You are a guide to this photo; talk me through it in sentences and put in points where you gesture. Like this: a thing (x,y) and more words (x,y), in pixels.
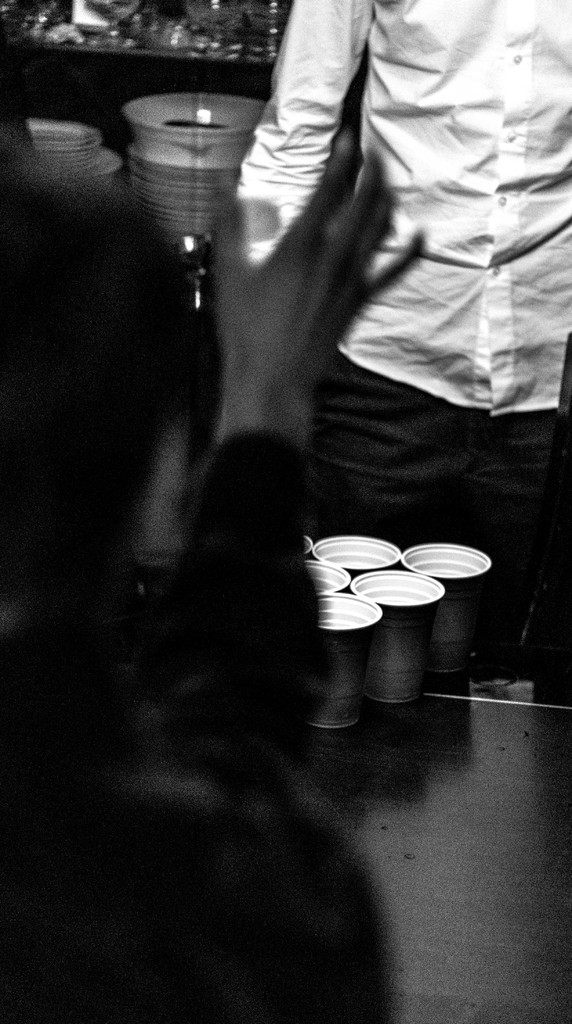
This is a black and white picture. We can see the hand (246,370) of a person (292,355). There is a man (369,531). We can see the glass objects (126,8) and other objects (153,20) are visible in the background (209,133). Background (203,125) is blurry.
